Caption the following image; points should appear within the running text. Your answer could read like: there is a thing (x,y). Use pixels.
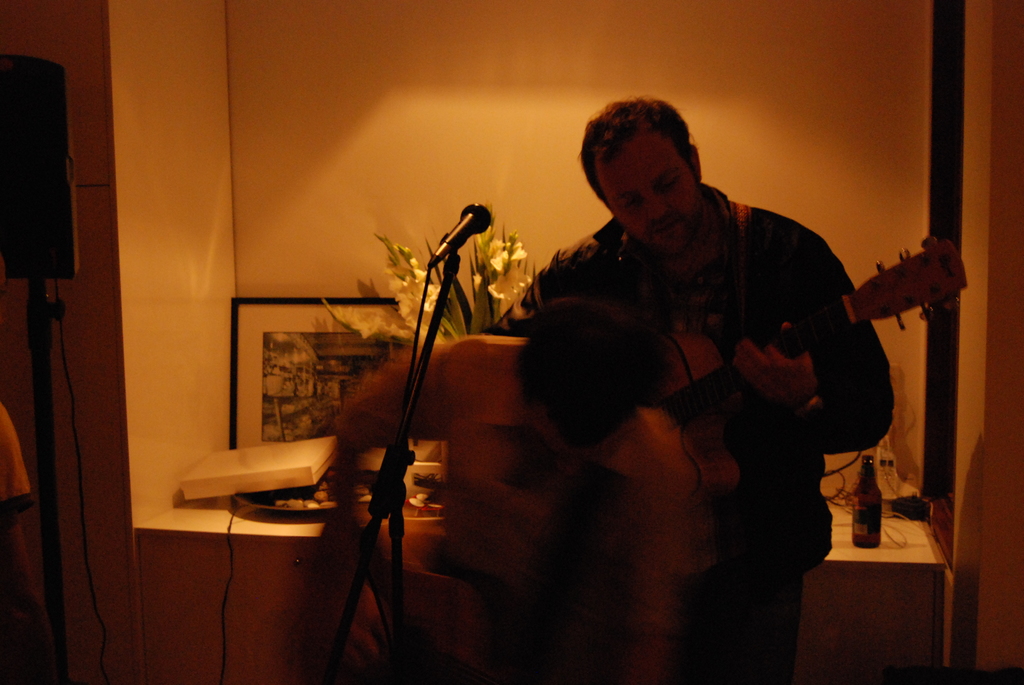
This picture shows a man (594,141) standing and playing guitar (835,301) and we see other person (438,359) bending over and we see a microphone (466,219) in front of them and photo frame (324,318) and plant (507,271) on the back (317,343).
